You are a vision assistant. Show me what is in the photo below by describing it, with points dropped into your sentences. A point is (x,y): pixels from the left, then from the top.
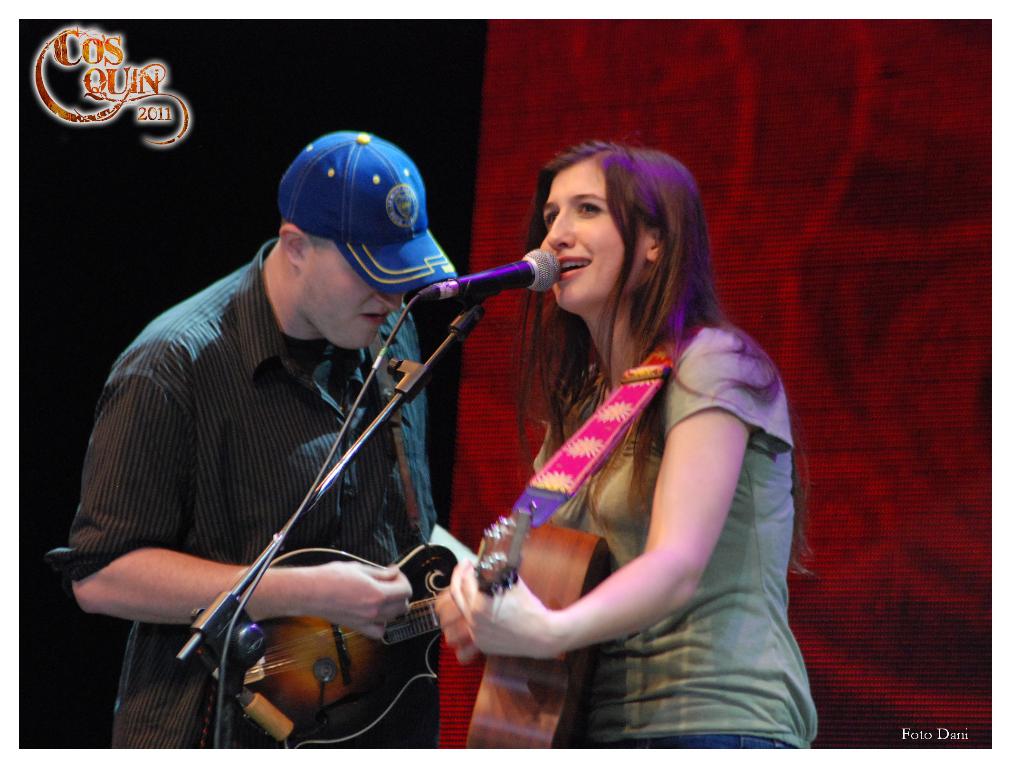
This image is clicked in a program. There are two persons (259,496) in this image. Both are playing instruments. To the right (707,561), the woman (674,615) is playing guitar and also singing in the mic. To the left (227,393), the man (236,478) is wearing blue cap (354,241), and playing mandolin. In front of them, there is a mic (444,294) along with a mic stand (212,644). In the background (811,138) there is a screen (852,180), in which red color is projected.
